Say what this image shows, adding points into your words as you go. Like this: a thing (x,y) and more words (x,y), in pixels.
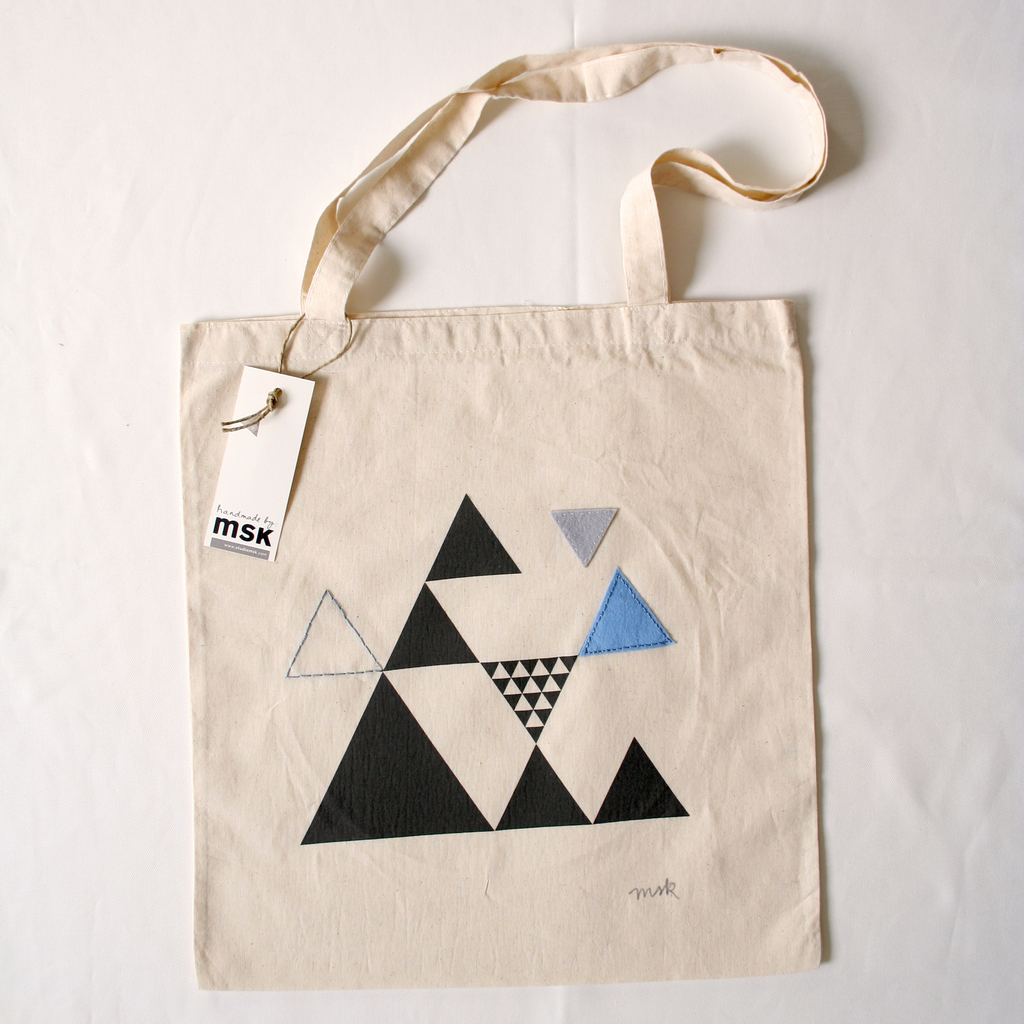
This image consists of a bag (519,504) which is in cream color. It has a tag (231,528) and MSK (216,537) is written on this tag (268,501). On the bag (400,605) there is a design (600,534) like triangle (443,756).
